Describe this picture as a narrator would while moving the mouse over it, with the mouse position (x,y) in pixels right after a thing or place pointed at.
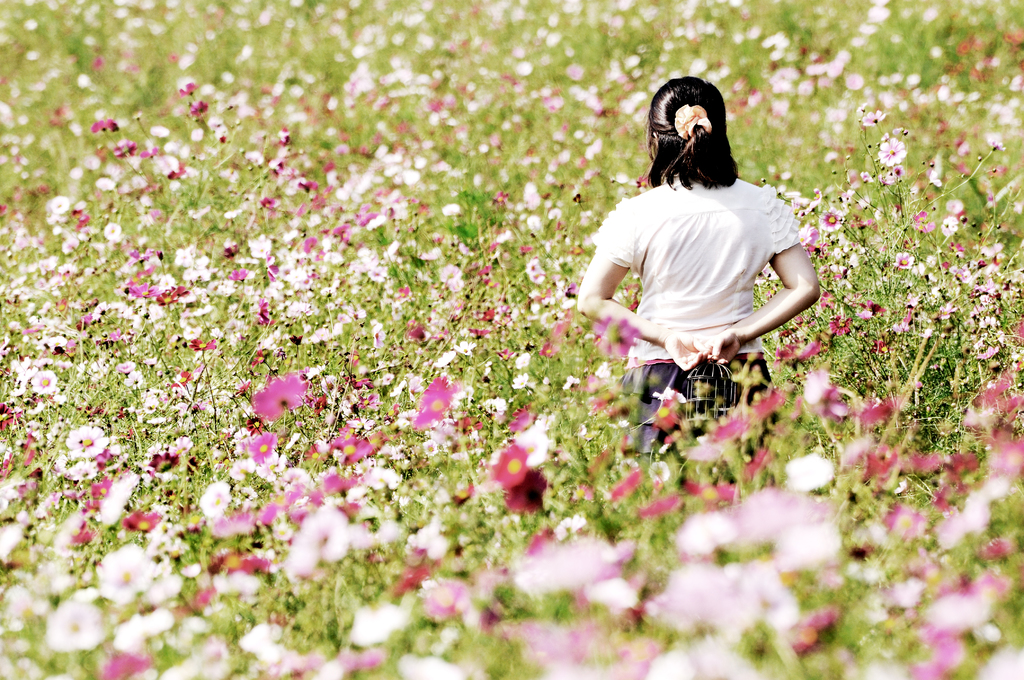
In this image we can see a woman (722,279) wearing a dress (711,273) is standing on the ground (688,478). In the background (427,312), we can see flowers (909,533) on the plants (951,363).
